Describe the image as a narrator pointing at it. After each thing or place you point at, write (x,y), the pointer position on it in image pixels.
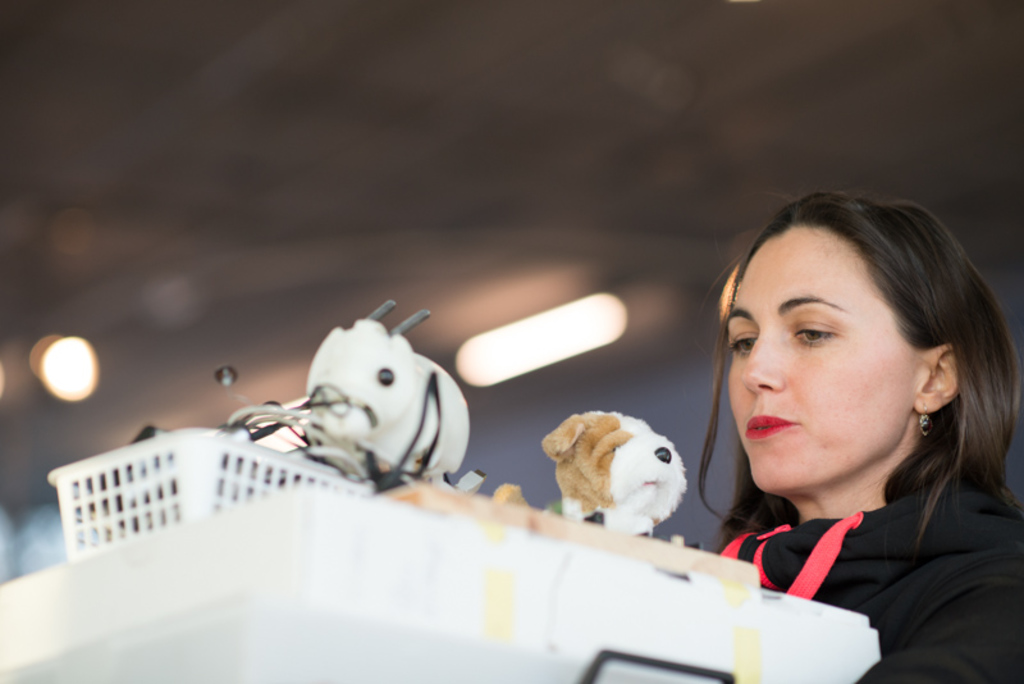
In this image there is a lady (785,453) standing, in front of him there is a table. On the table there is a basket (177,454) with cables (317,446) and toys (404,442) on top of it. At the top of the image (555,169) there is a ceiling (545,261).
